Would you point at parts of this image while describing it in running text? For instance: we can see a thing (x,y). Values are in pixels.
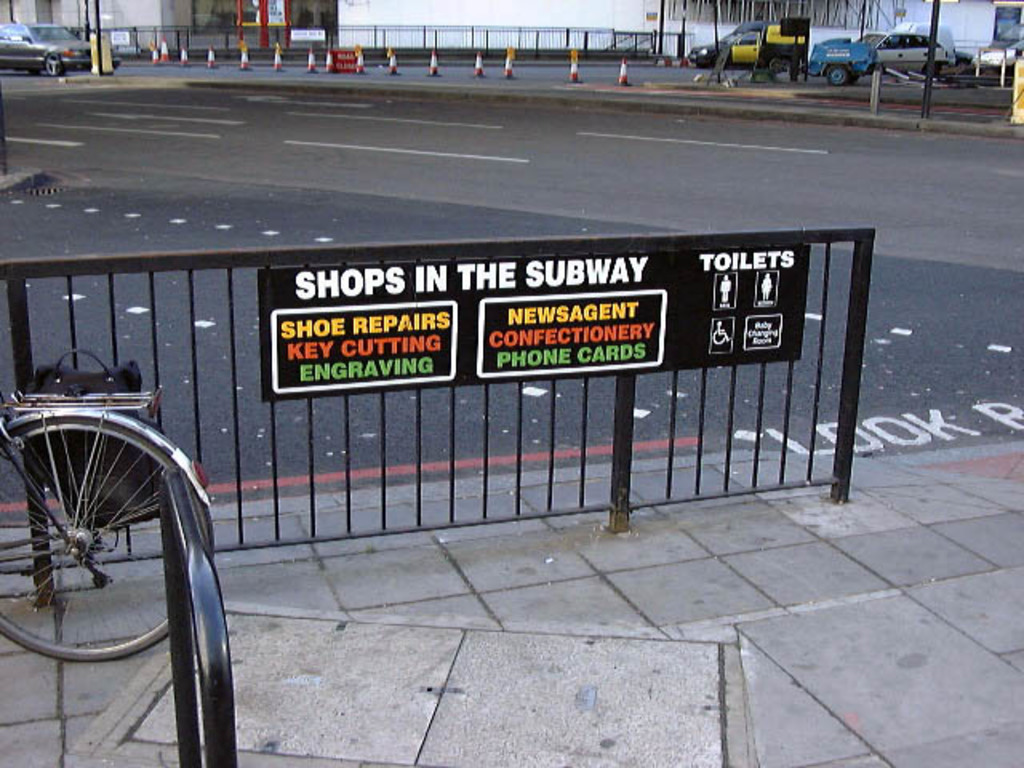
In this image on the left side (147,628) there is one cycle (19,449), at the bottom (436,580) there is a road (173,334) and footpath (801,585). And in the center (564,335) there is a fence (196,406), and in the background (231,45) there are some buildings (102,27), poles (99,46), barricades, vehicles (59,48), poles (99,46) and in the center (392,430) there is a road (781,184).
